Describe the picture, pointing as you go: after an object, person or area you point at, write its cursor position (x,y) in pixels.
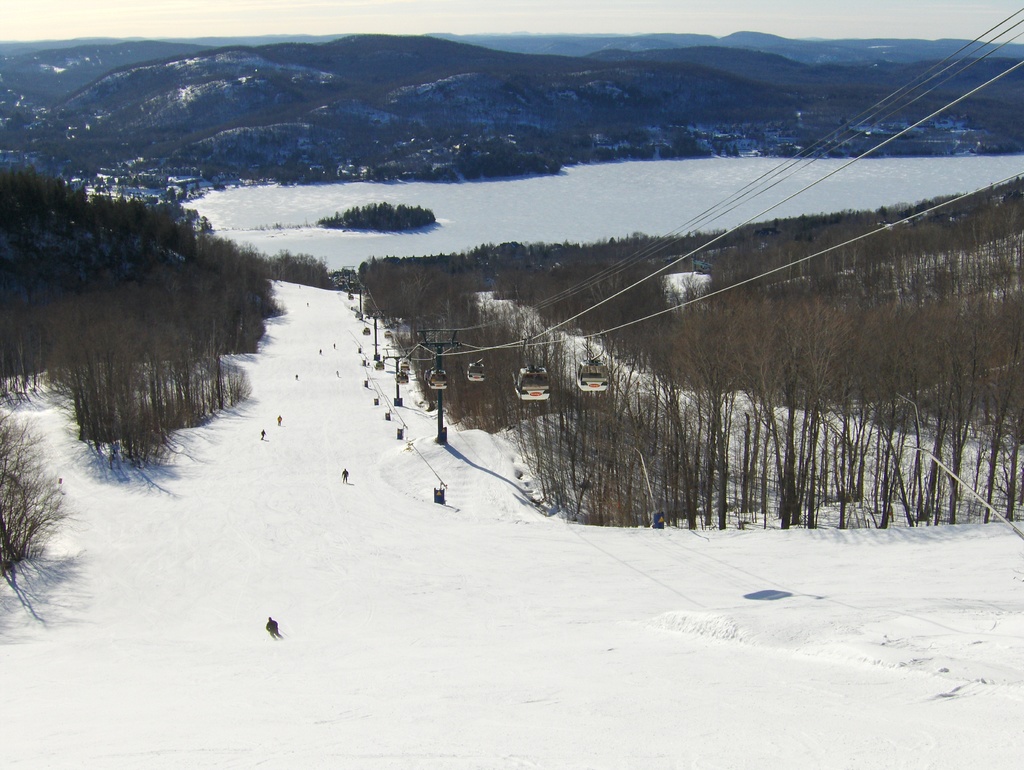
In this picture I can see the snow (333,531) and number of trees (40,218) in front (889,331) and in the middle of the picture (350,284) I can see the rope ways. In the background (293,75) I can see the mountains (523,99).
